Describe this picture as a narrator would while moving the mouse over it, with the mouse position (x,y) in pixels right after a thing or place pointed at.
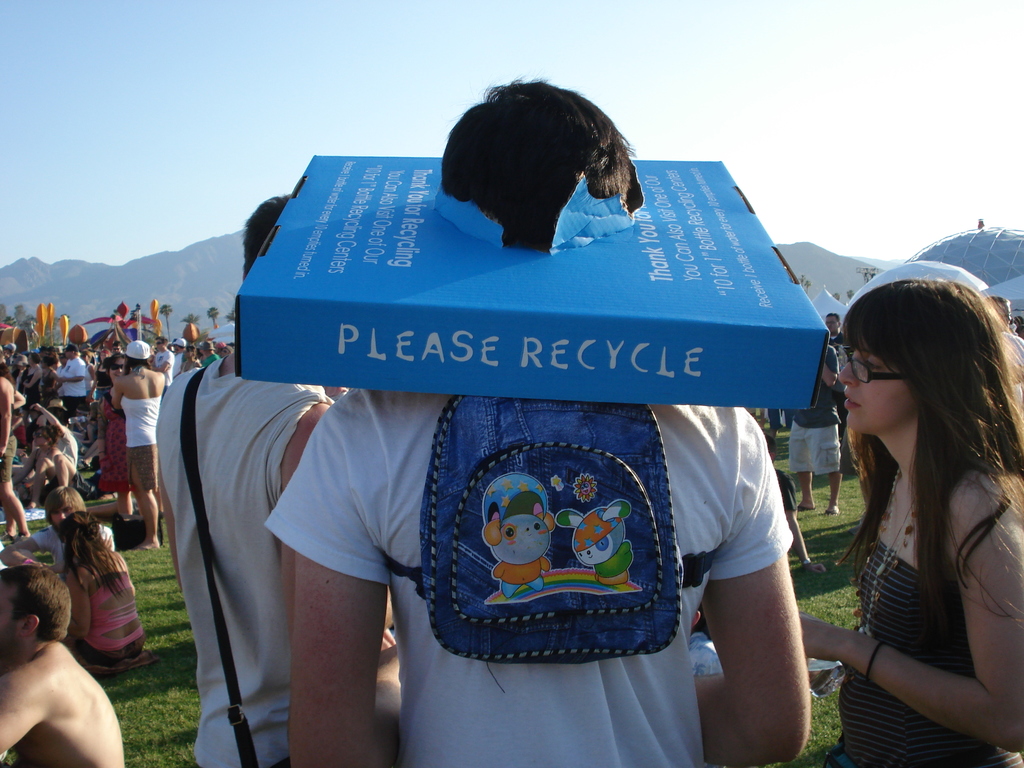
In the center of the image (605,391) we can see a person (496,669) with a blue color box (588,278) and on the box (580,373) we can see the text (427,333). Image also consists of many people (250,381), some are sitting on the grass (148,668) and some are standing. In the background (228,261) we can see the mountains (808,252). Sky (322,76) is also visible.
